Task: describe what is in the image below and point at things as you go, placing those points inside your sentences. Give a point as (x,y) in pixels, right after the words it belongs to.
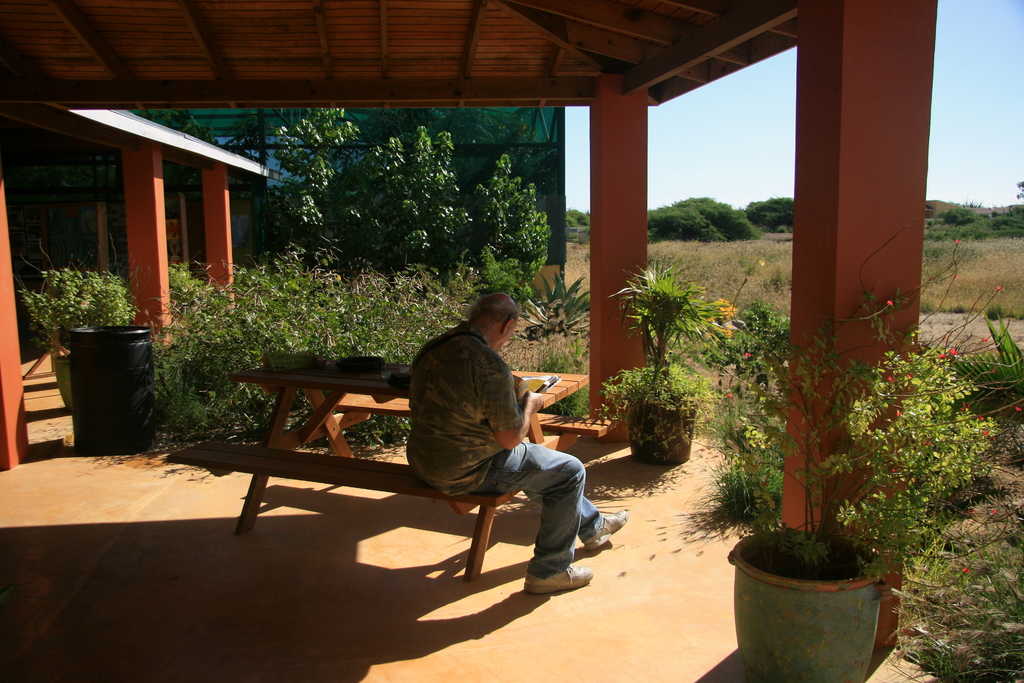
In this image, in the middle (346,376) there is a table (277,441) which is in brown color, there is a man (439,485) sitting on the bench (486,530), there are some green color plants (673,336), in the left side (112,405) there is a black color drum (109,371), in the top (467,24) there is a brown color shade (274,56), there are some green color trees (433,154) in the background (691,157) there is a sky (739,168) which is blue in color.
